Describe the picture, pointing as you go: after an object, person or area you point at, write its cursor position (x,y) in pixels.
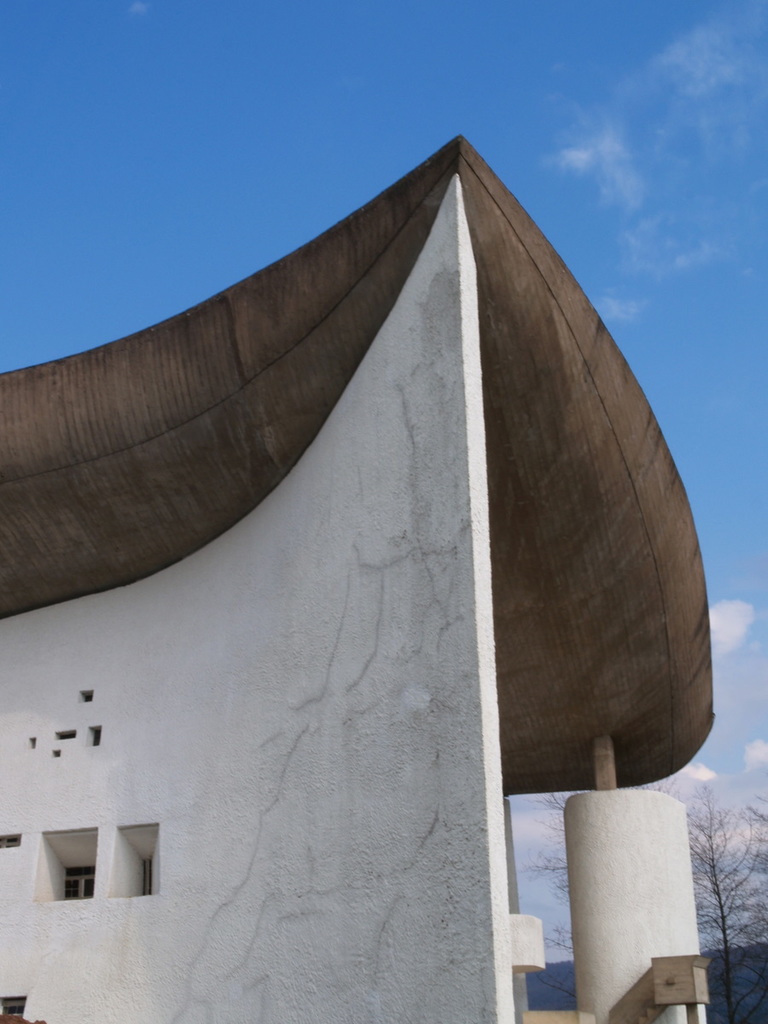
In this picture we can observe a building (264,581) which is in brown and white color. On the right side (727,869) there is a dried tree (723,912). In the background (378,146) we can observe sky (632,135) and some clouds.
